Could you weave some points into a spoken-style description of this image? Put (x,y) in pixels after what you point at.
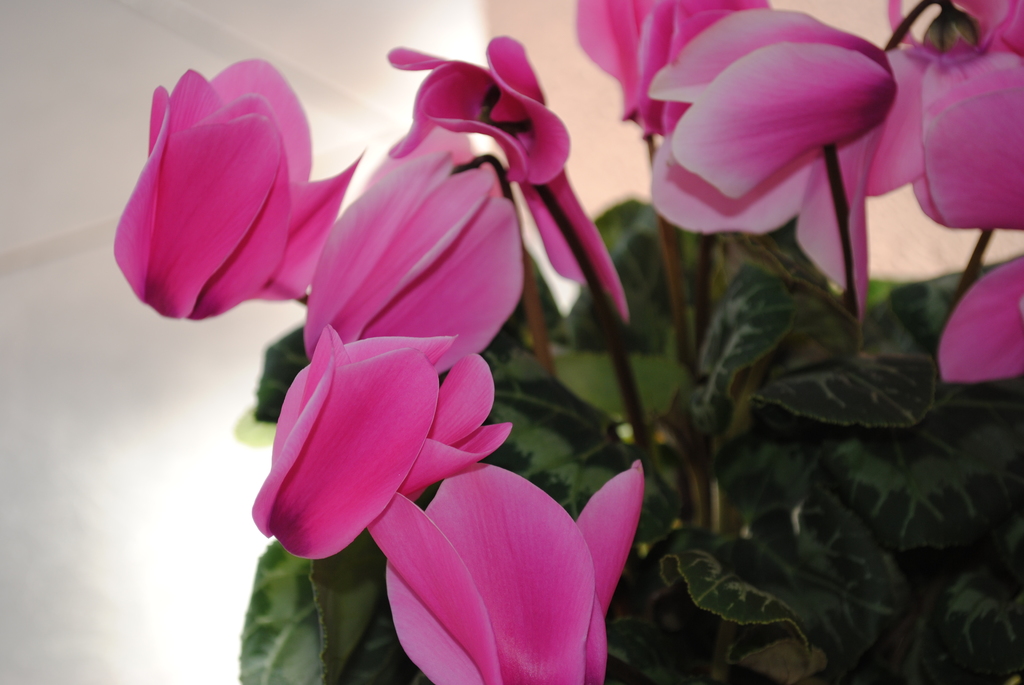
In this image I can see flowers (466,371) which are pink in color.
